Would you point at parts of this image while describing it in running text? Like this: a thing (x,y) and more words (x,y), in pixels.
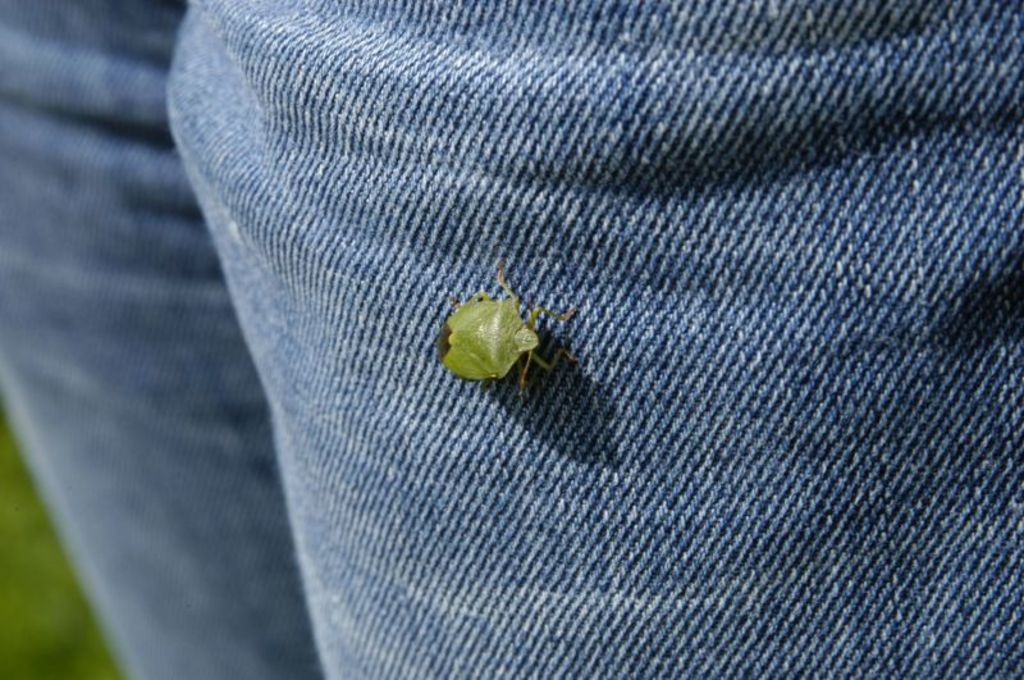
In this picture we can see a bug (471,329) on a cloth (441,370). At the bottom left corner of the image (43,639), it is blurred.
